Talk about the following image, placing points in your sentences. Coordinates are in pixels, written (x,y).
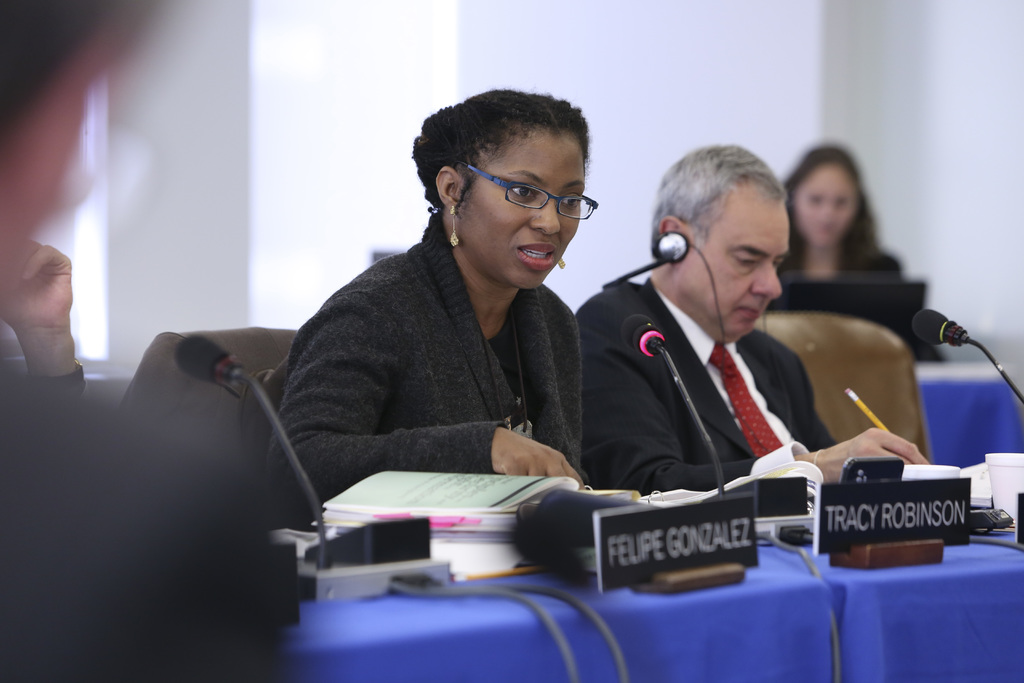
In this picture I see the tables (873,609) in front (768,599) on which there are books (377,516), mics (934,333) and 2 name boards (678,567) and I can also see the wires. In the middle of this picture (505,246) I see a woman (498,208) and a man (722,275) and in the background (405,206) I see the wall (846,122) and a woman (807,178) on the right side of this image (871,206) and on the left of this image (36,73) I see a person (33,163) who is blurred.
